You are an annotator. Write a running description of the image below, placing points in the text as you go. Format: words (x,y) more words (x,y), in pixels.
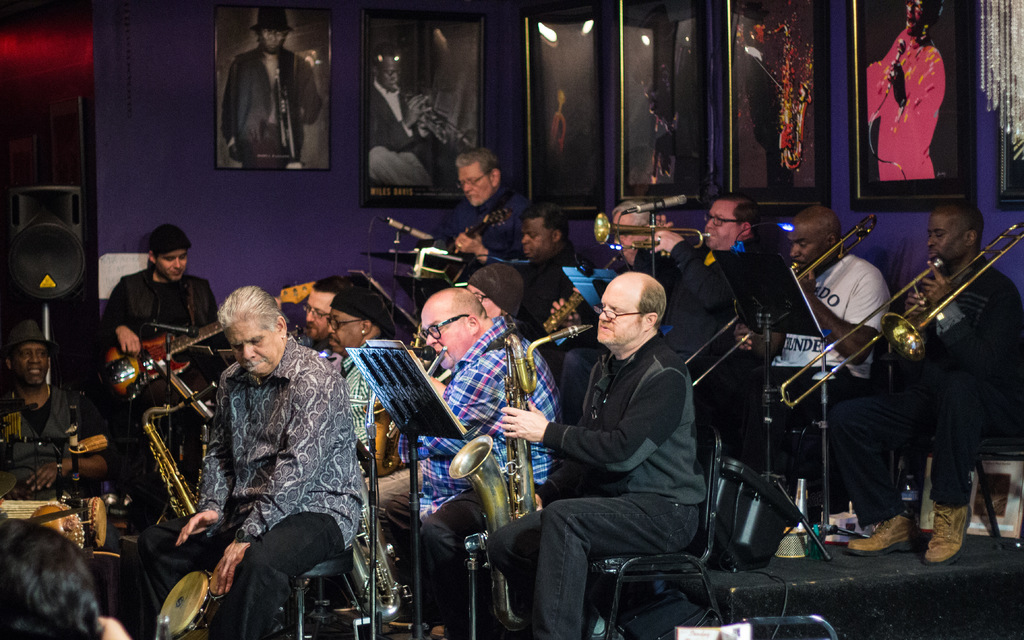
In this picture there is an old man (315,421) who is wearing shirt (313,442) and trouser (269,547). He is sitting on the chair (336,577). Behind him we can see a two persons (597,394) who are playing saxophone (530,478). In the background (184,288) there are two persons (516,210) were playing guitar (179,347). On the top left (63,213) we can see the speaker (68,232). At the top (318,94) we can see many photo frames (251,85) on the wall (290,183). On the left (33,327) there is a man (68,415) who is playing the drum (92,523).
